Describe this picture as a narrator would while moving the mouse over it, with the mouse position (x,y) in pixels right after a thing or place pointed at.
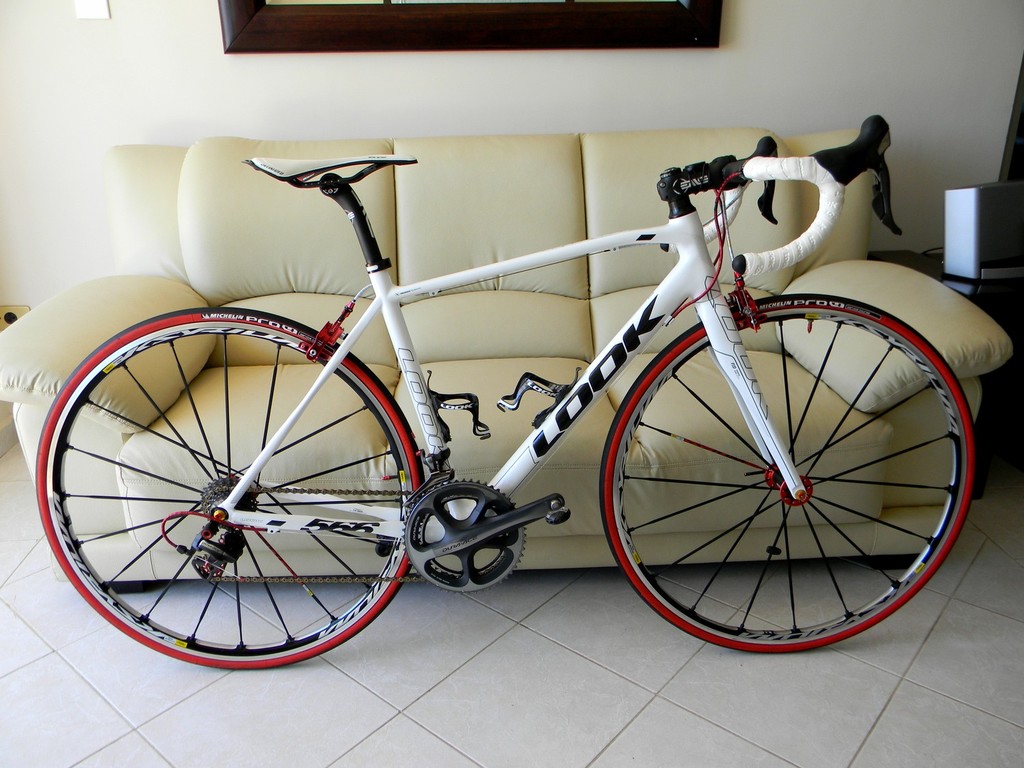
In this image we can see a bicycle (364,394) which is in white and red color, we can see a couch (502,383) which is in cream color and in the background of the image (376,97) there is a wall (368,83).
